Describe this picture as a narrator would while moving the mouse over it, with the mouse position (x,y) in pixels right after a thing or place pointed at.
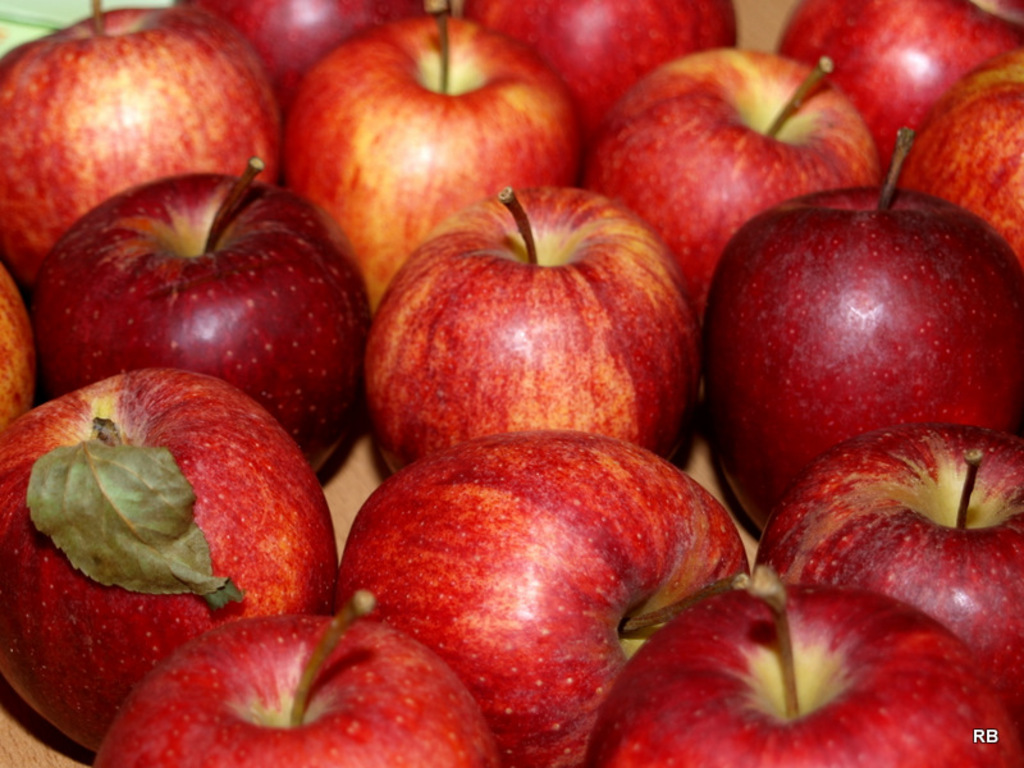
In this image I can see group of apples (671,374).
